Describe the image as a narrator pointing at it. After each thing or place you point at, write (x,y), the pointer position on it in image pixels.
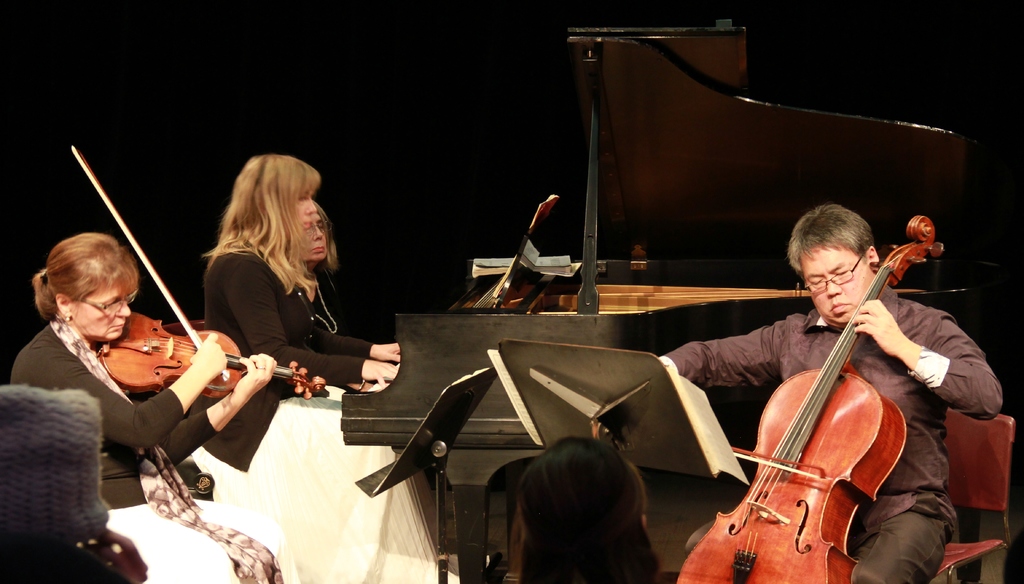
In this image I can see few people (324,334) where three of them are women (146,501) and one is a man (864,284). I can also see two of them are holding musical instruments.
